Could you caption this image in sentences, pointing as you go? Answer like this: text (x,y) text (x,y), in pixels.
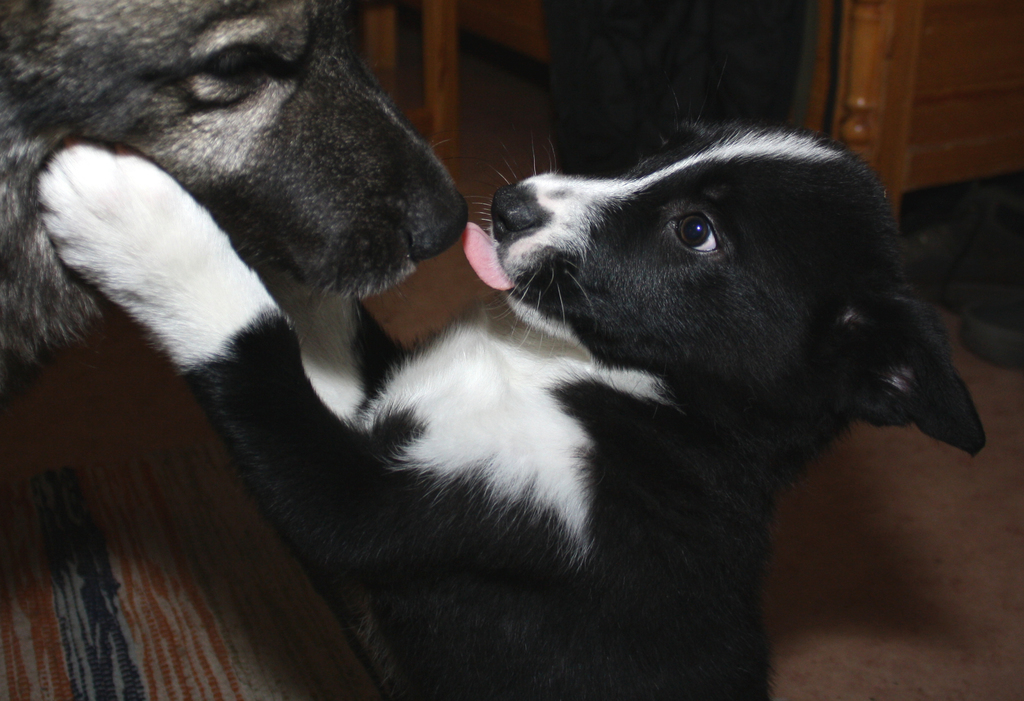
In this image there are two dogs (432,343), behind them, we can see the legs (651,69) of a person (674,66) and some wooden structures (384,31).
